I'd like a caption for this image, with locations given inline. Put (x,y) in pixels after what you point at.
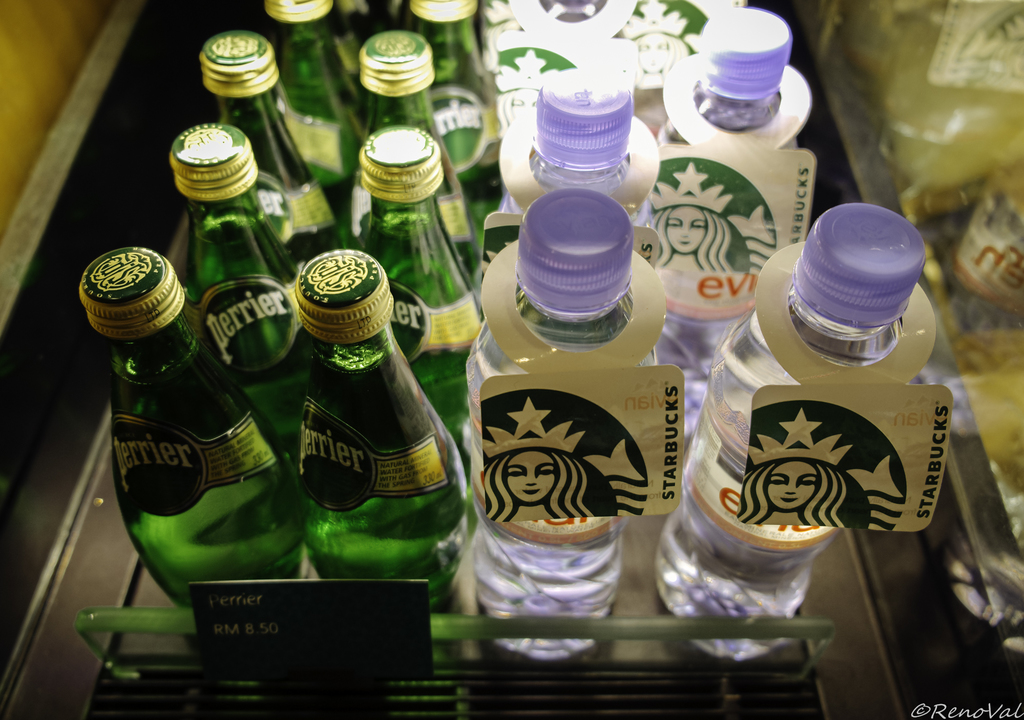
In this picture we can see bottles (390,141) on left side (295,129) green color bottles (329,298) and on right side (718,128) water bottles (582,292). This are placed on a rack (589,656).
